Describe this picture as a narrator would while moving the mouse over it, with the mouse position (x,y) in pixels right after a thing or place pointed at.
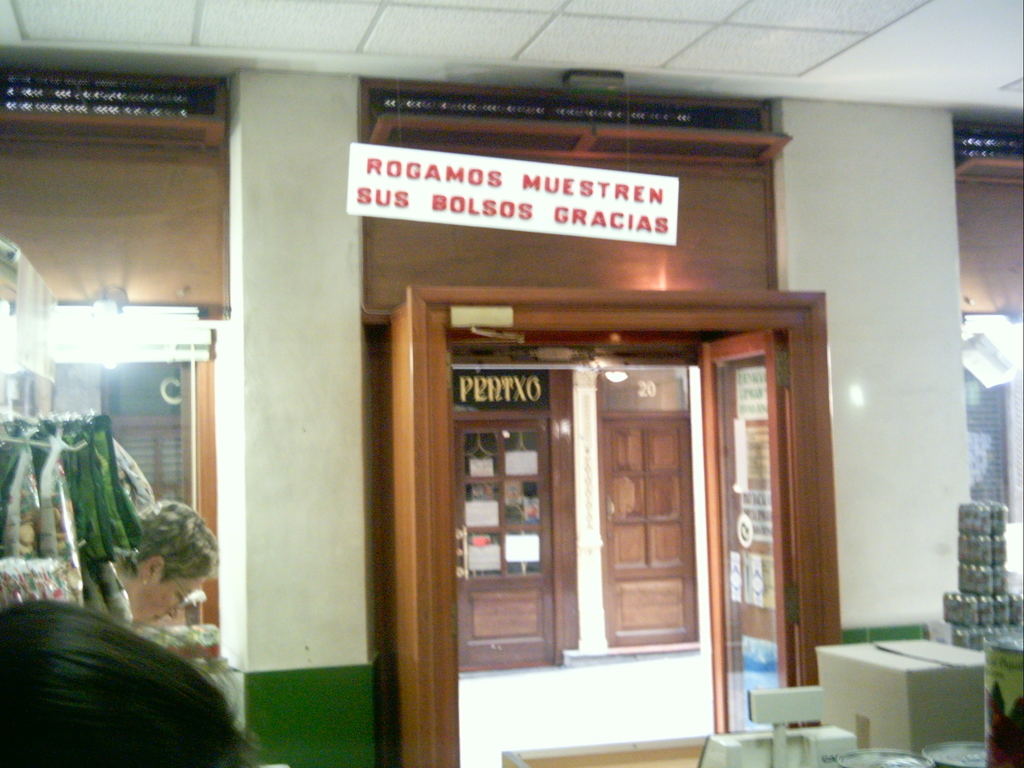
This image is taken inside the hall (310,569). In this image there is a door (425,385) in the middle (446,485). At the bottom (859,668) there are boxes (933,650) and small cans (979,567) beside the boxes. On the left side (159,608) there is a person (142,606), Beside the person (154,597) there are few packets (45,499) which are kept to the hanger (53,472). At the top (445,189) there is a board (502,216). In the background (537,530) there is a door (518,519) on which there are stickers (509,494). Beside the door (482,500) there is a door (632,500). At the top (796,75) there is ceiling (796,75). There are lights (95,332) on either side of the image.
